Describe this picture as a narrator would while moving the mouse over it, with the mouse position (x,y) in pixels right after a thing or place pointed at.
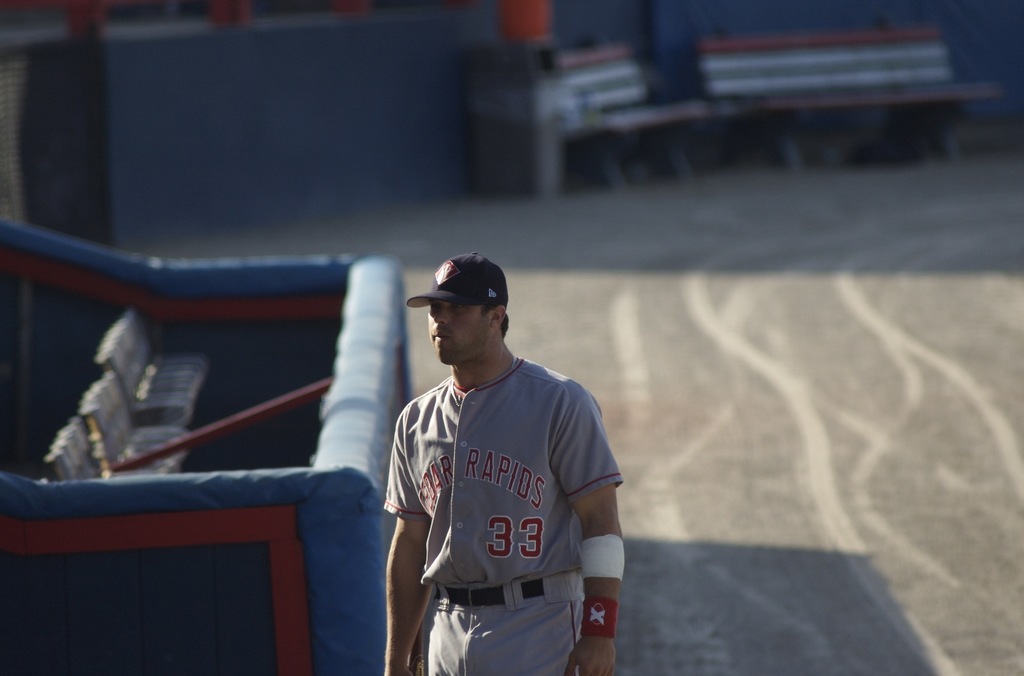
In this image there is a man (517,513) he is wearing gray color dress (502,471) and a cap (458,300), in the background (750,97) there are benches (730,97), on the left side (158,530) there is a box (219,530) in that box (58,480) there are benches (136,411).
